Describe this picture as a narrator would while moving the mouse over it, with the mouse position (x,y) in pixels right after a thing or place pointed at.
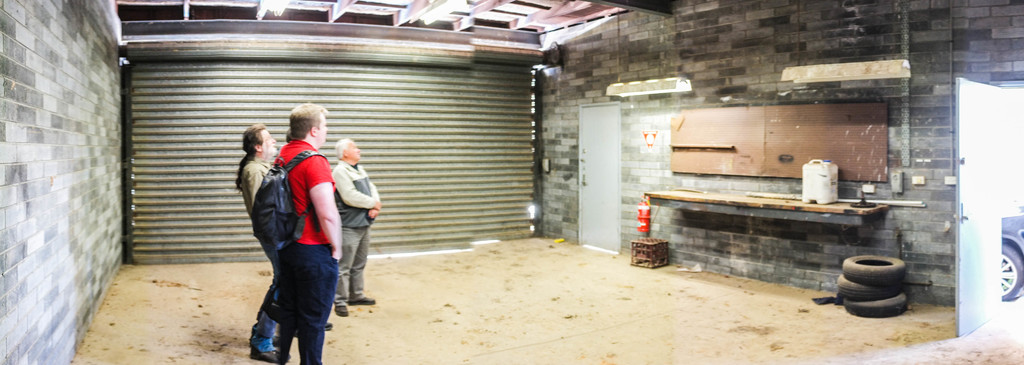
In this image we can see three persons (281,267). The person (328,191) in the foreground (289,237) is wearing a backpack (258,223). Behind the person (293,286) we can see a wall (407,141). On the right side (804,182), we can see a wall (801,182) and few objects (812,180) on a shelf (784,198). We can see few objects (812,136) on the wall (903,166) and two doors (594,149) on the right side (985,261). At the top (478,12) we can see the roof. On the left side (72,132), we can see a wall (5,184).
